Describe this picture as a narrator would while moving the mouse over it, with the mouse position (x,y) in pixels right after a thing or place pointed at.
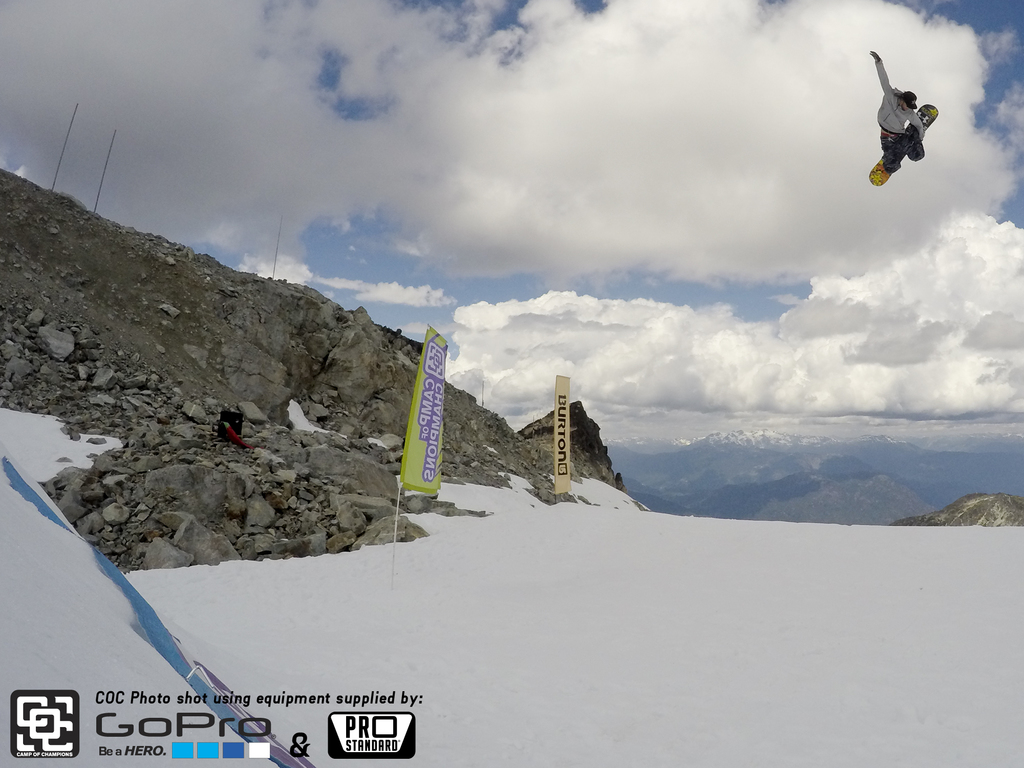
In this image I can see ground (446,548) full of snow (603,538) and on it I can see two poles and two flags (430,348). On the top right side of this image (893,123) I can see a man (902,128) and a board (925,114) in the air (928,151). I can see he is wearing a cap (910,90) and a jacket (913,120). On the left side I can see three poles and in the background (524,299) I can see mountains (632,469), clouds (653,231) and the sky (572,307). I can also see a watermark (402,694) on the bottom left side of this image (21,716).
